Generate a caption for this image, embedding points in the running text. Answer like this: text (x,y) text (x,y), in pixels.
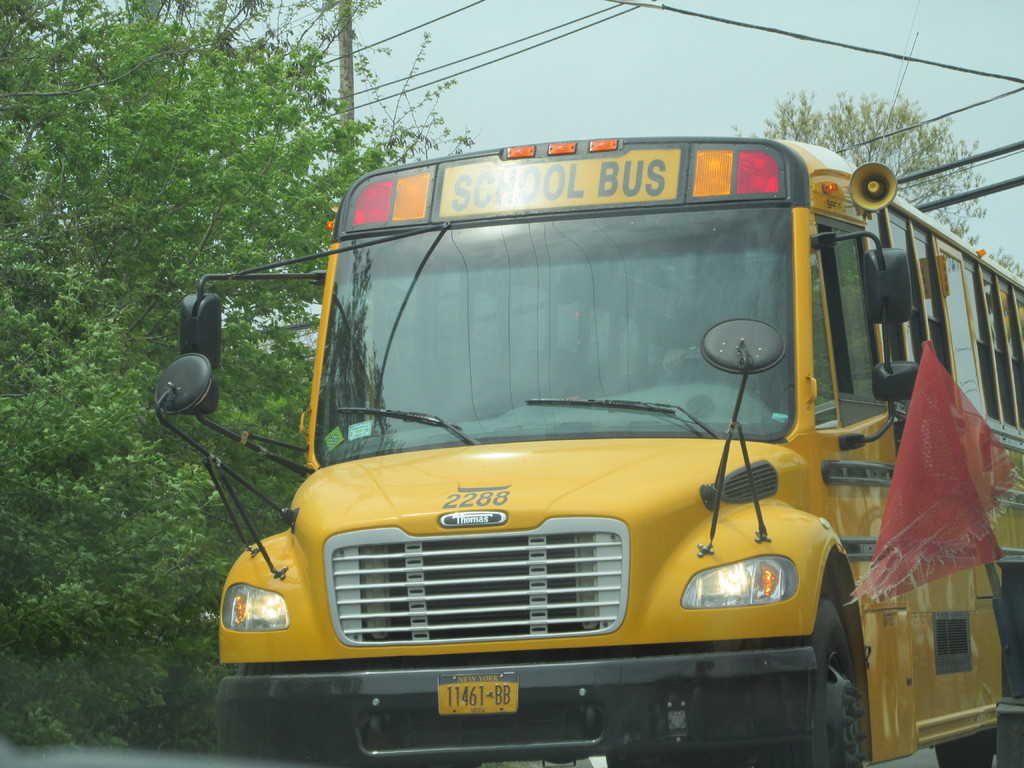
In the image we can see there is a yellow colour bus (531,496) standing on the road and "School Bus" is written on it. Behind there are trees (190,512).
